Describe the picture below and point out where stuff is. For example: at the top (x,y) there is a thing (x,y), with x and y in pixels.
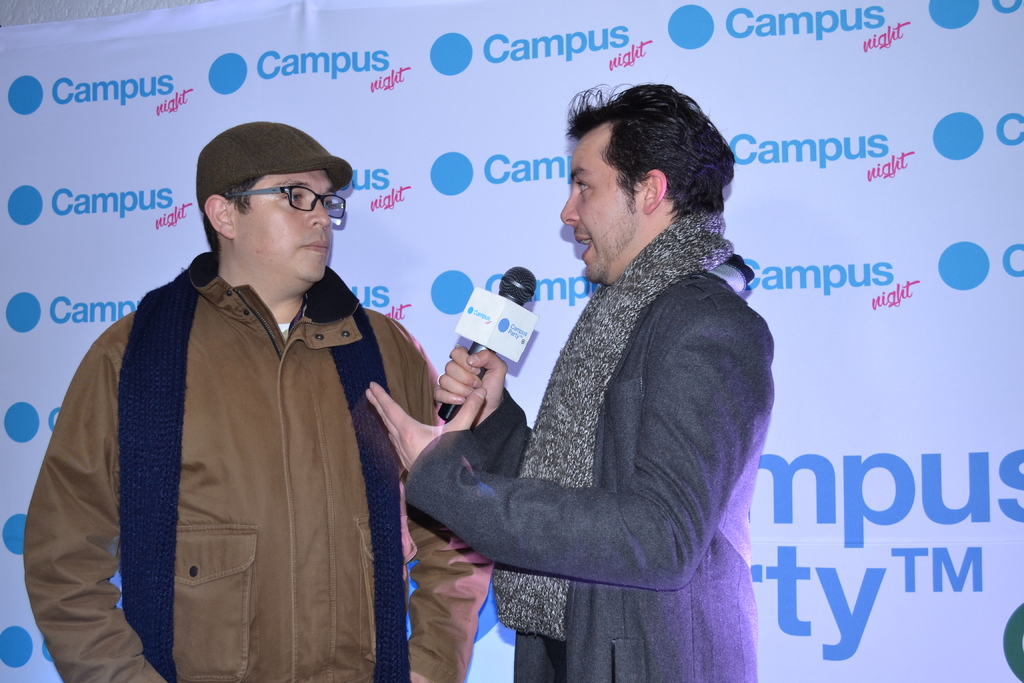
In this picture, we can see two people (344,597) standing and a man (618,433) is holding a microphone (495,323) and explaining something. Behind the people (327,398) there is a banner (840,362).
